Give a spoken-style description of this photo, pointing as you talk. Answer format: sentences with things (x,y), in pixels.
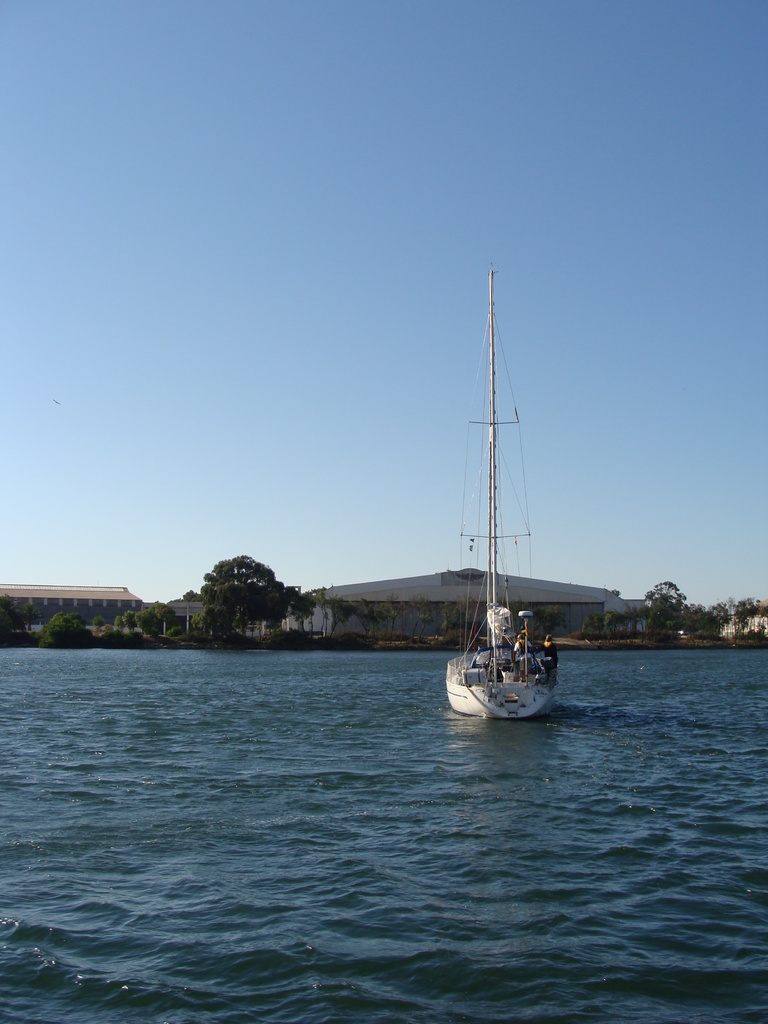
In this image, we can see a boat (509,711) on the sea (484,864). In the background (99,604), there are trees (207,576) and buildings (503,577).
